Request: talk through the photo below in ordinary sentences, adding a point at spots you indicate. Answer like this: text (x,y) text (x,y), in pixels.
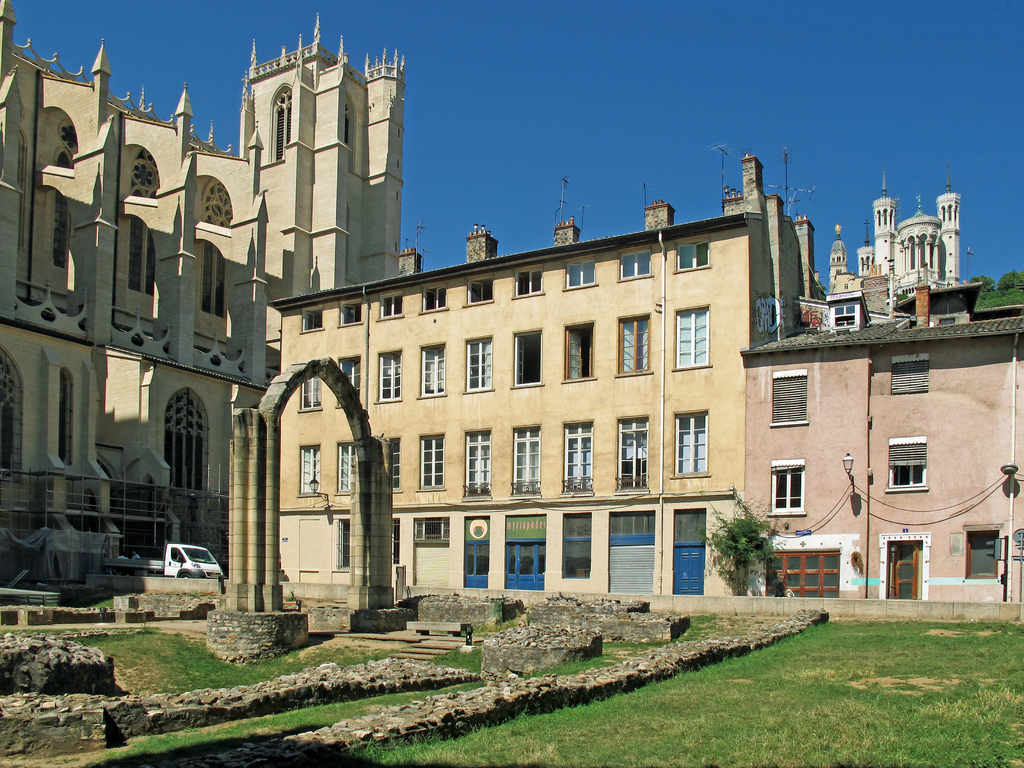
As we can see in the image there is grass (436,737), vehicle (166,575), buildings (596,447), windows (643,356), street lamp (850,482) and sky (689,61).
